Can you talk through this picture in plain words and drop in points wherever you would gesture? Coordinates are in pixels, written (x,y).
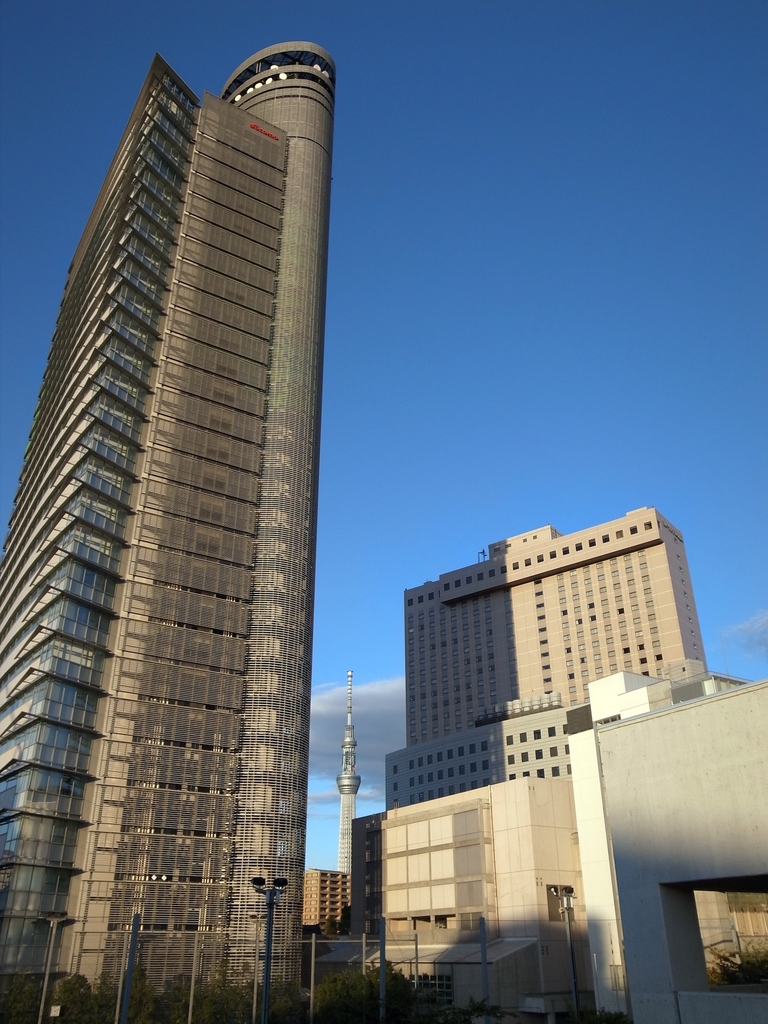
In this image there is the sky (422,498), there are clouds (373,706) in the sky (388,722), there are buildings (432,724), there is a tower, there is a building (664,731) truncated towards the right of the image (700,794), there is a building (227,724) truncated towards the left of the image (152,757), there are poles (267,942), there is a fencing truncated towards the bottom of the image (382,950), there are plants (65,1004) truncated towards the bottom of the image (300,1003).
